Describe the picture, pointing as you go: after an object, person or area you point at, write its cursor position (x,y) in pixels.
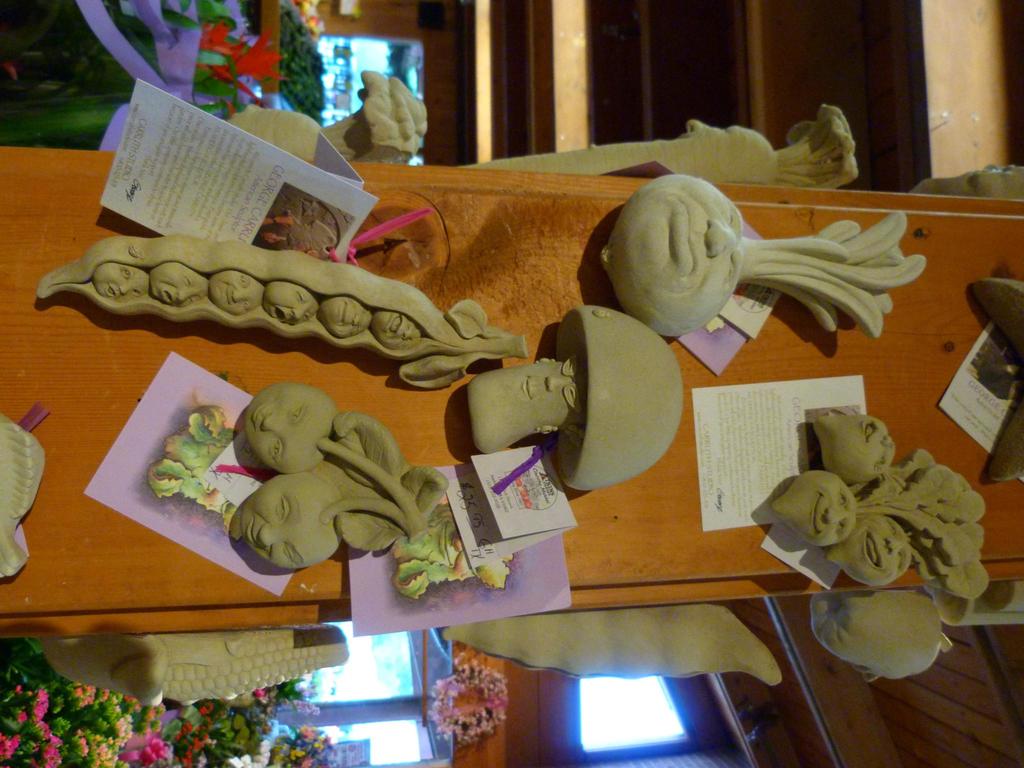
In the center of the image (362,278) there are many depictions (250,436) of persons (664,219). At the bottom of the image (184,715) there are plants (79,692).
